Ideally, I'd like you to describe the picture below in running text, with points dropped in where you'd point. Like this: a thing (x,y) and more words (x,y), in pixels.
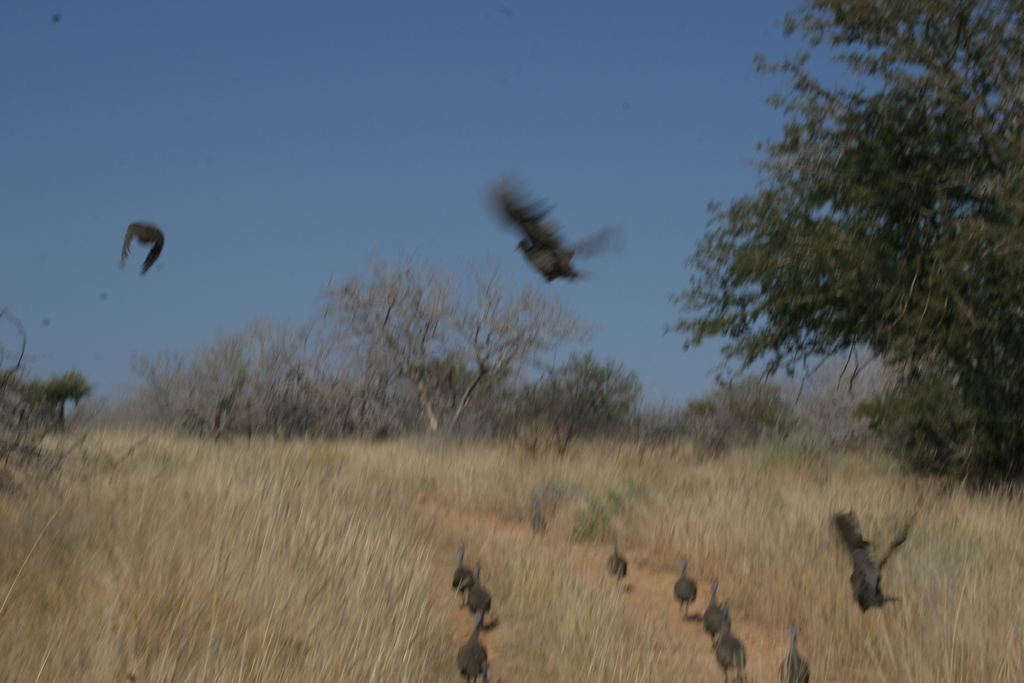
In this image I can see the grass (281,558). I can see the birds (617,573). In the background (481,374), I can see the trees (515,347) and the sky (415,138).
